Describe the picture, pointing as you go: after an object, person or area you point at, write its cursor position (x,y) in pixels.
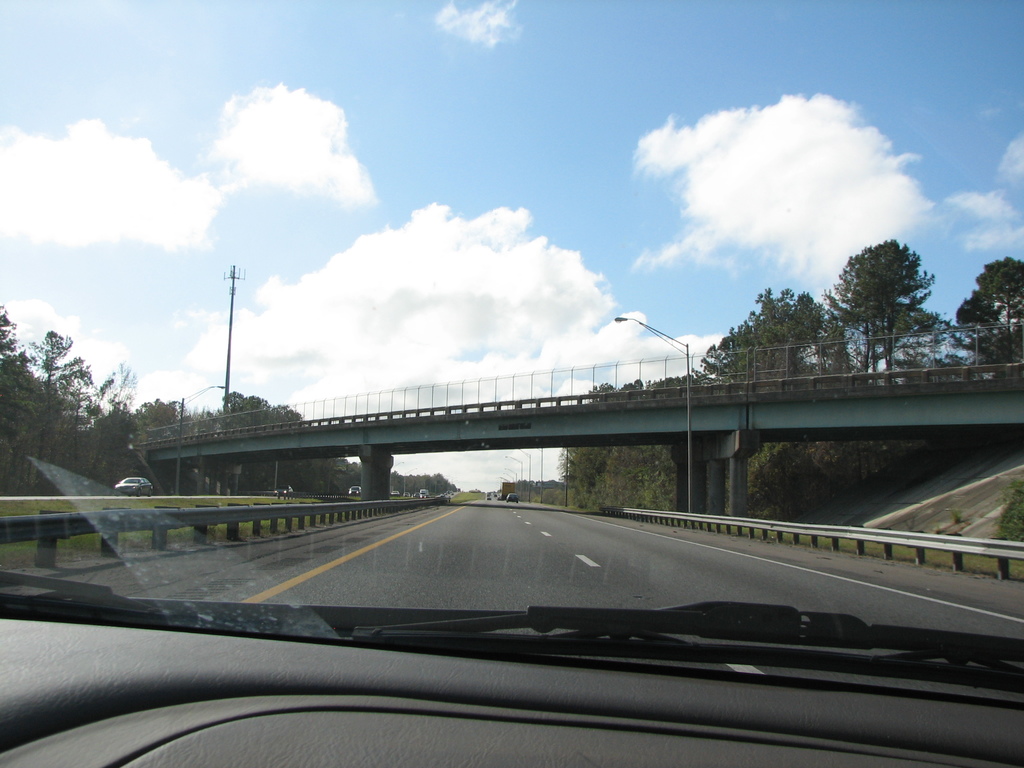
In this image I can see few trees (848,370), bridge (448,386), light poles (688,503) and few vehicles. The sky (574,177) is in blue and white color.
